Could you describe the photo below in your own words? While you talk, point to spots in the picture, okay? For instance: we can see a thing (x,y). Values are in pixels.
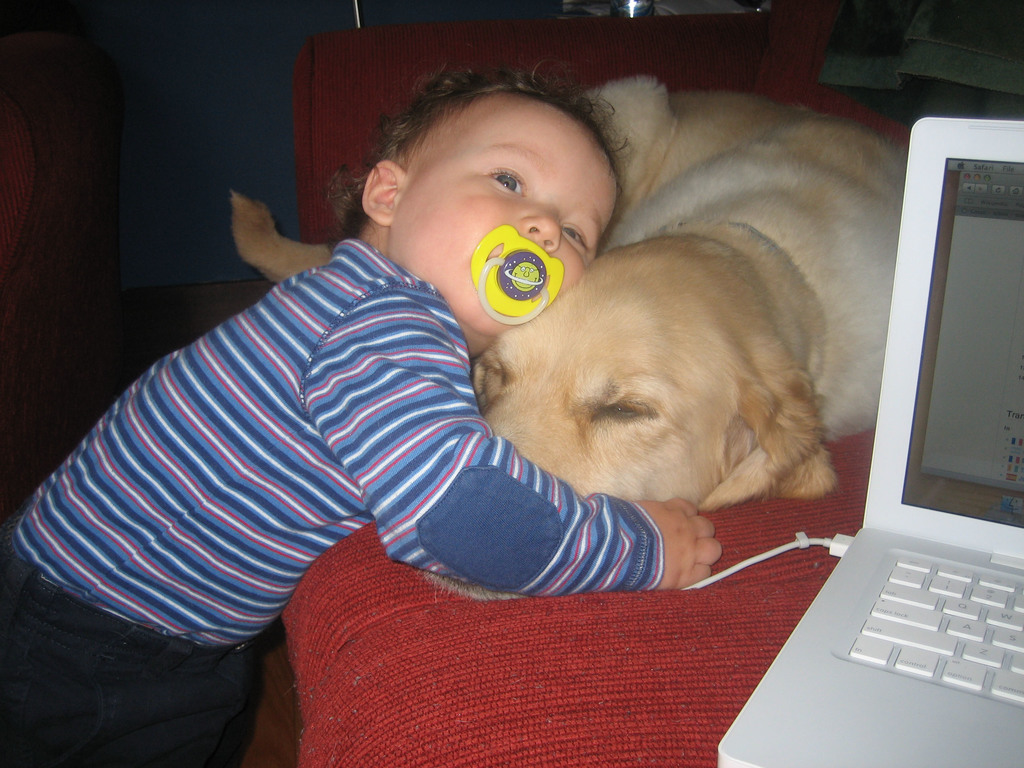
Bottom left side of the image (124,614) a kid (452,298) is standing and holding a dog (776,230). In the middle of the image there is a couch (359,762). Bottom right side of the image (805,646) there is a laptop (965,260) on the couch (622,752).
